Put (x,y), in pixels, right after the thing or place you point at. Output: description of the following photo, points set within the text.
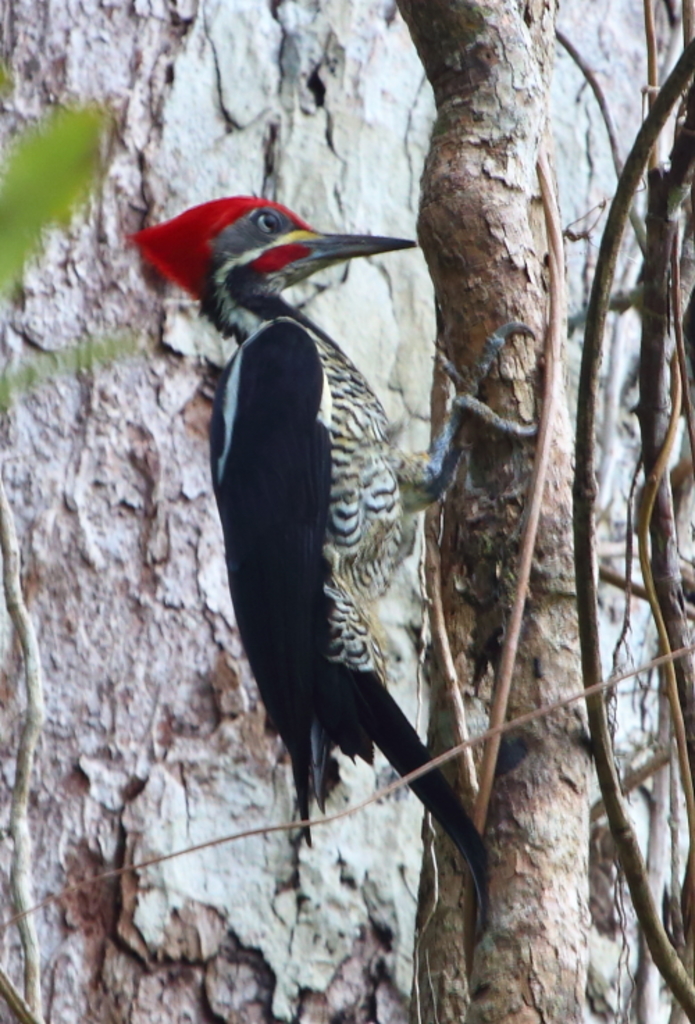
In this image we can see a bird (325,545) on a tree (446,109). Behind the bird (266,478) we can see the trunk (184,560) of the tree (224,743). On the left side (55,153), we can see few leaves (37,153).
